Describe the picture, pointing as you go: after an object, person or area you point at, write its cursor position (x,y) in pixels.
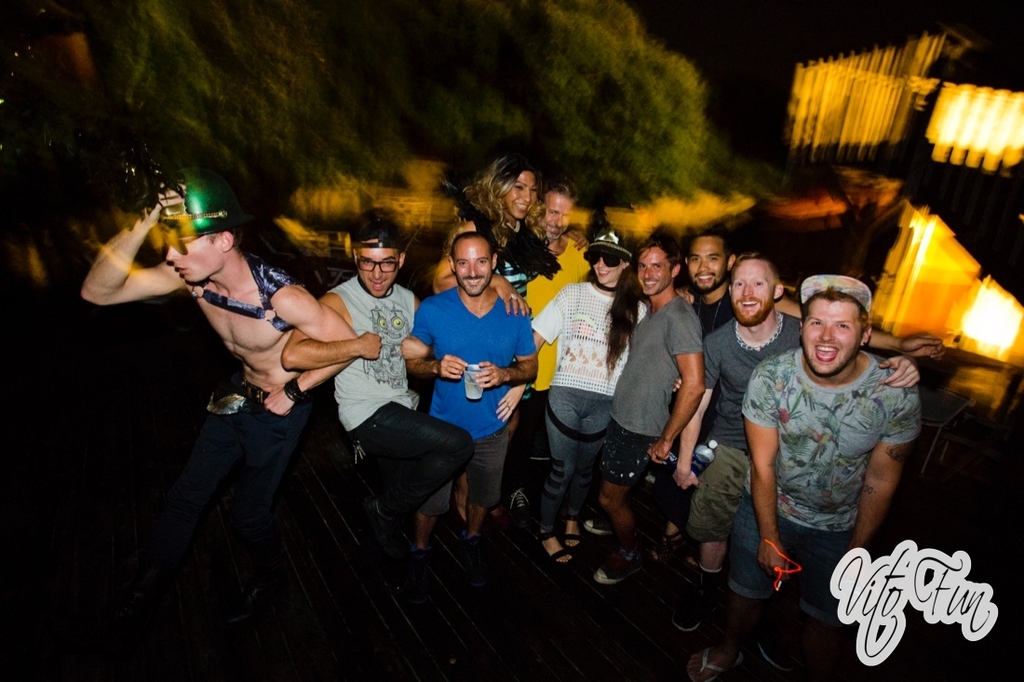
In this image we can see there are so many people (427,349) standing in a group (541,536) and smiling where few of them are dancing and one of them is holding a drink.
